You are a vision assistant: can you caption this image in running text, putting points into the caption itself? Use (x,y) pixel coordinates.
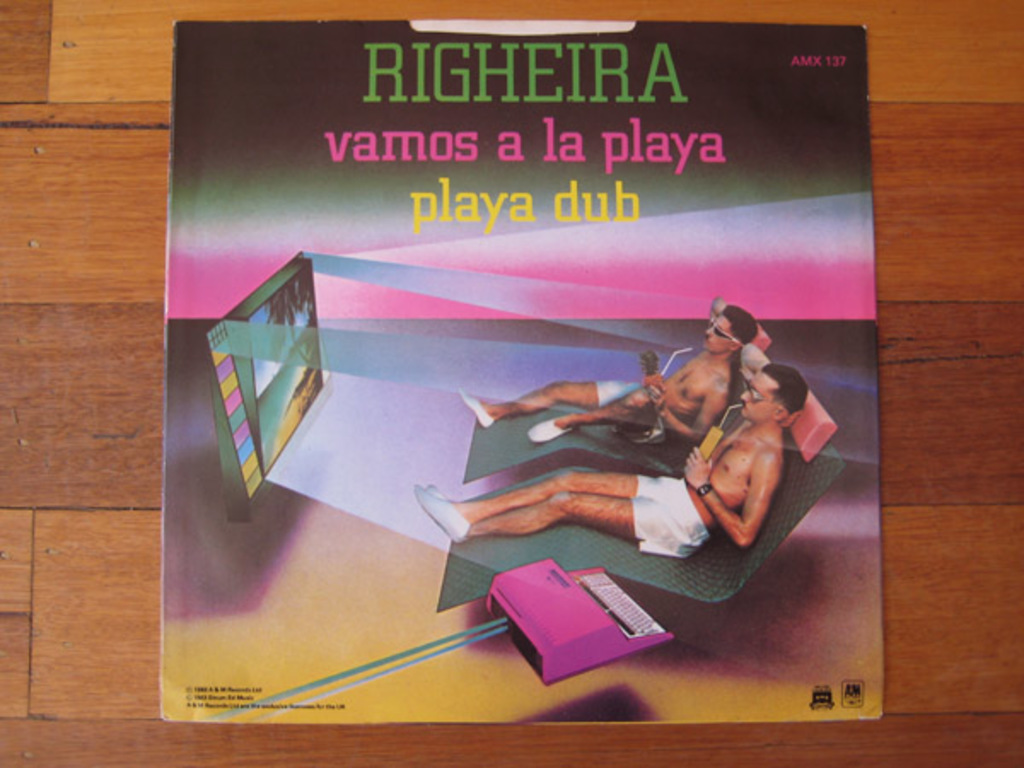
In this image there is a poster (455,270), and there are two persons (648,407) sitting on the chairs (678,435), television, words (703,144) and symbols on the poster (358,354), which is on the wooden board (84,64).
